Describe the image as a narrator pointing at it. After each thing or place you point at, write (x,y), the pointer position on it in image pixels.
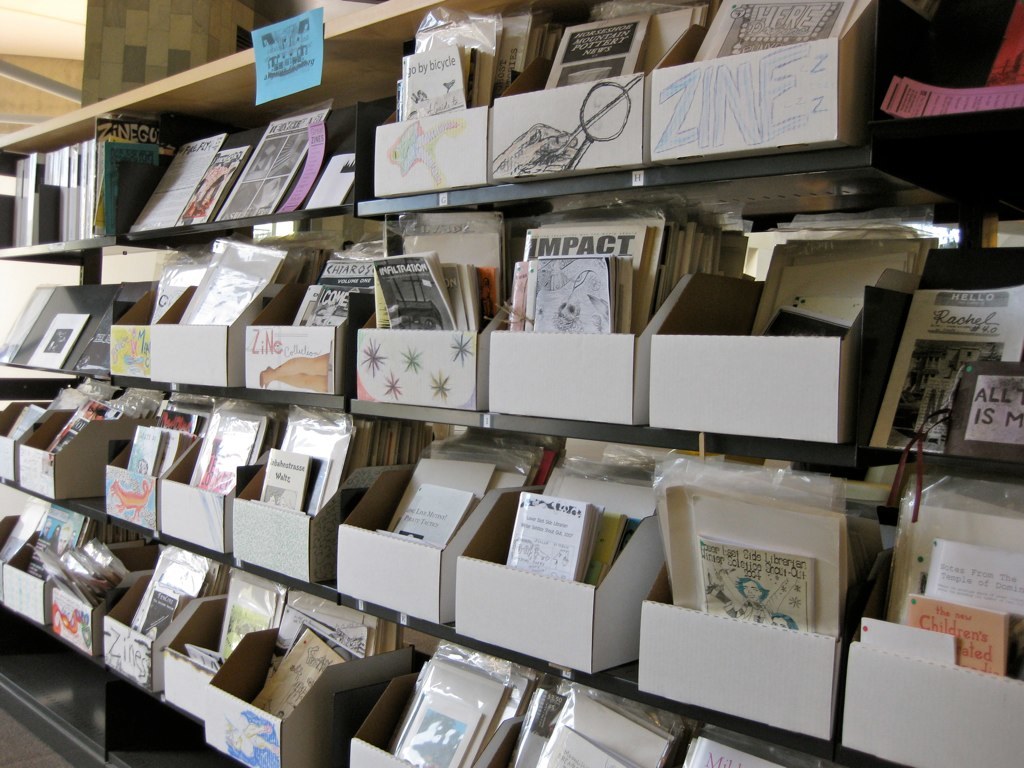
There are books (598,277) in the shelves (284,107). There is a blue note (307,82) on the top (310,58).
